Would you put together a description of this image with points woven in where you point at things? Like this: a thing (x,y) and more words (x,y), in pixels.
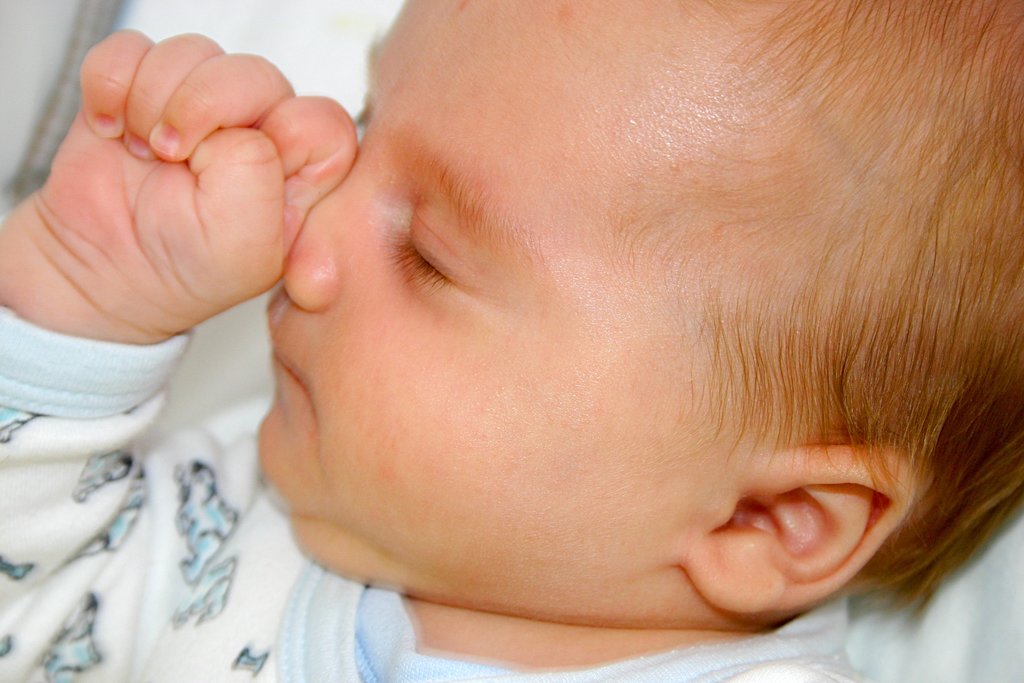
In this picture we can see a kid (470,313).
